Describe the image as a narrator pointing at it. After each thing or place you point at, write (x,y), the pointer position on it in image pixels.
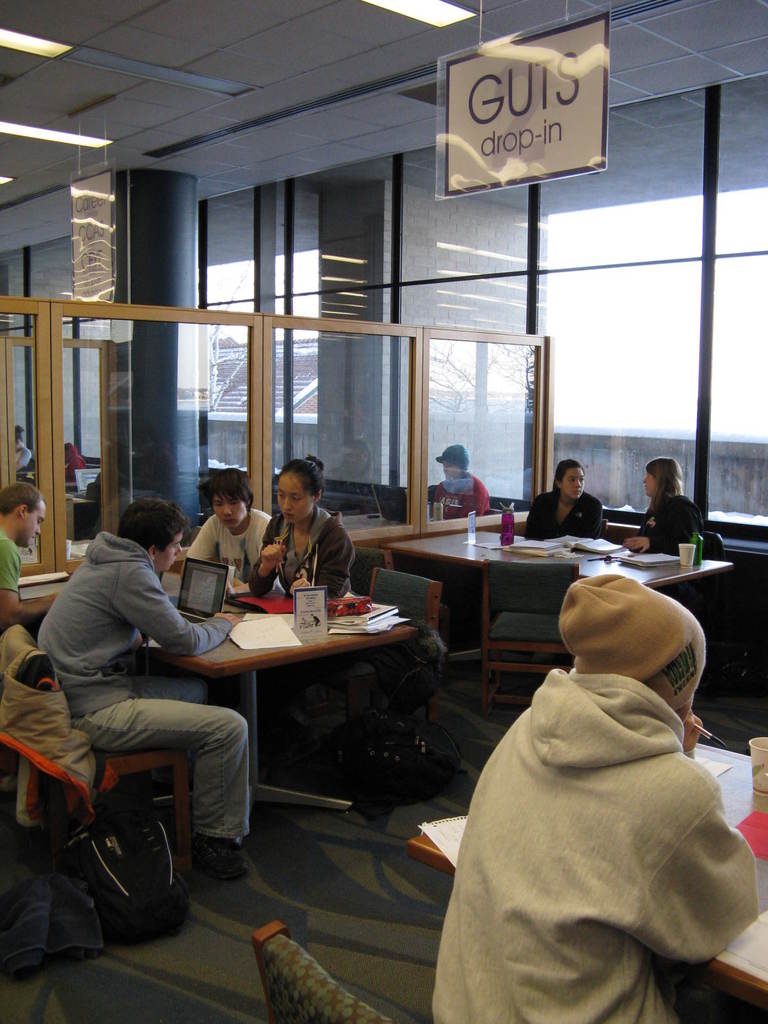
In this picture I can see many people (662,535) were sitting on the chair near to the table (436,552). On the table (485,539) I can see the laptop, pamphlet (308,622), papers (361,625), books (335,619), bottles (506,527), glasses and other objects (355,604). In the back (575,452) I can see the sky (666,330) and wall (555,434). At the top (532,119) there is a board (536,112) which is hanging from the roof (100,161). On the roof (124,107) I can see some tube lights (43,52).
